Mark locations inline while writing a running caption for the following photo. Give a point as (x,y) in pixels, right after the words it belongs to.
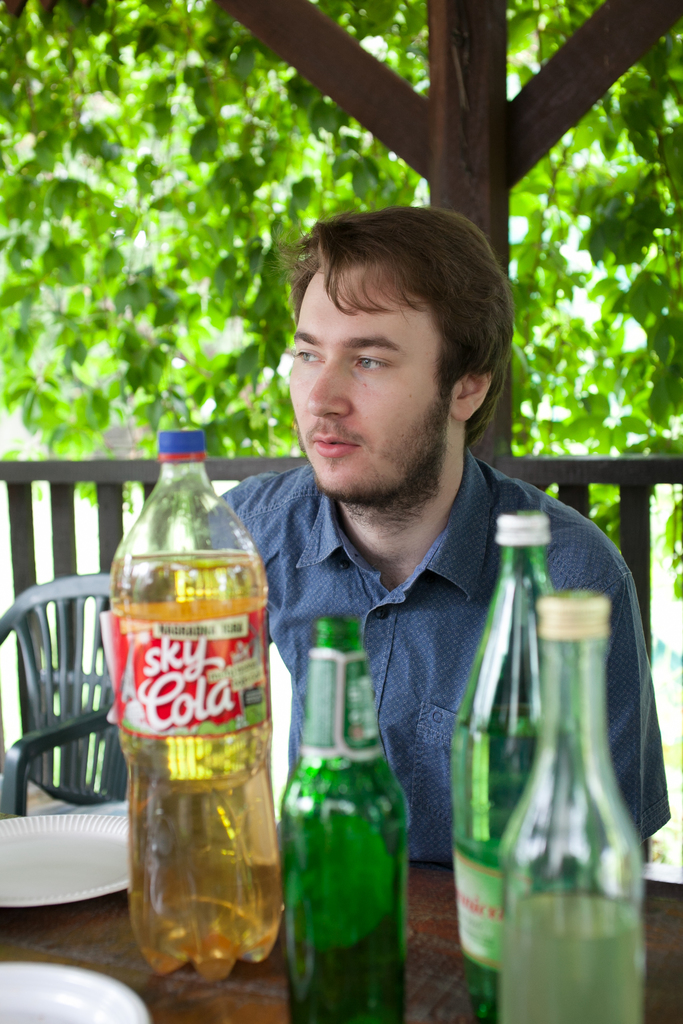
In this picture there is a man (374,640) sitting on the chair (117,793) and he has a table (70,954) in front of him with a beer bottle (325,832) and a bottle (552,919) and in the background (623,143) there are trees (262,163).
